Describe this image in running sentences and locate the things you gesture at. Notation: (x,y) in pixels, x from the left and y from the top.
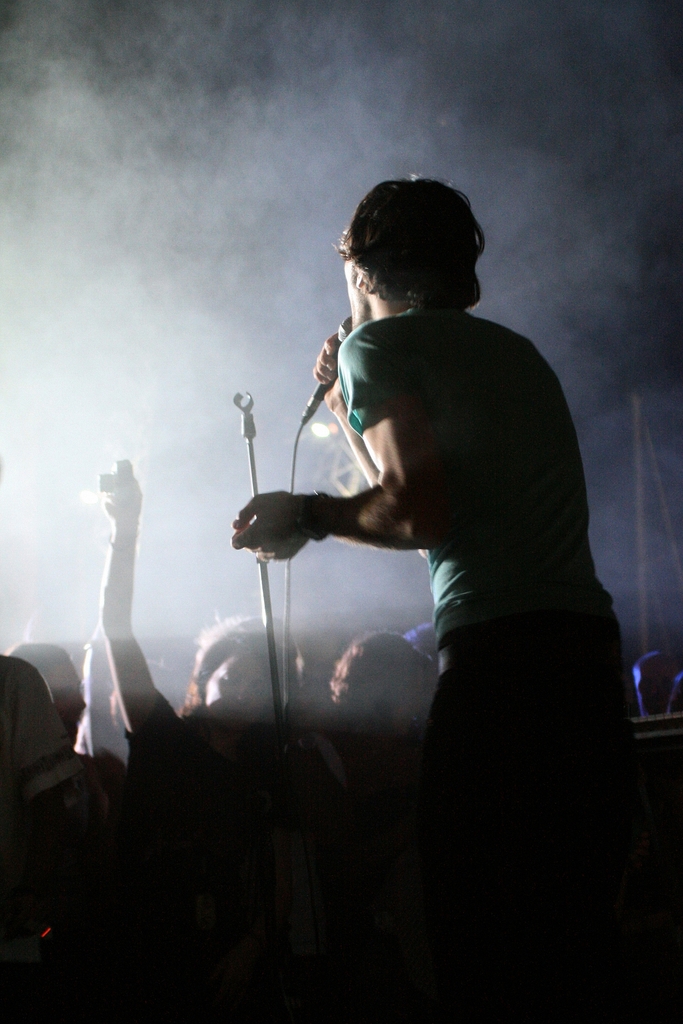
In the picture I can see a person (395,355) wearing T-shirt (395,355) is holding a mic (345,332) in his hands (287,498) and standing here. Here we can see a mic stand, people (149,773) standing here, we can see the smoke (601,187) and the background of the image (15,224) is dark.
